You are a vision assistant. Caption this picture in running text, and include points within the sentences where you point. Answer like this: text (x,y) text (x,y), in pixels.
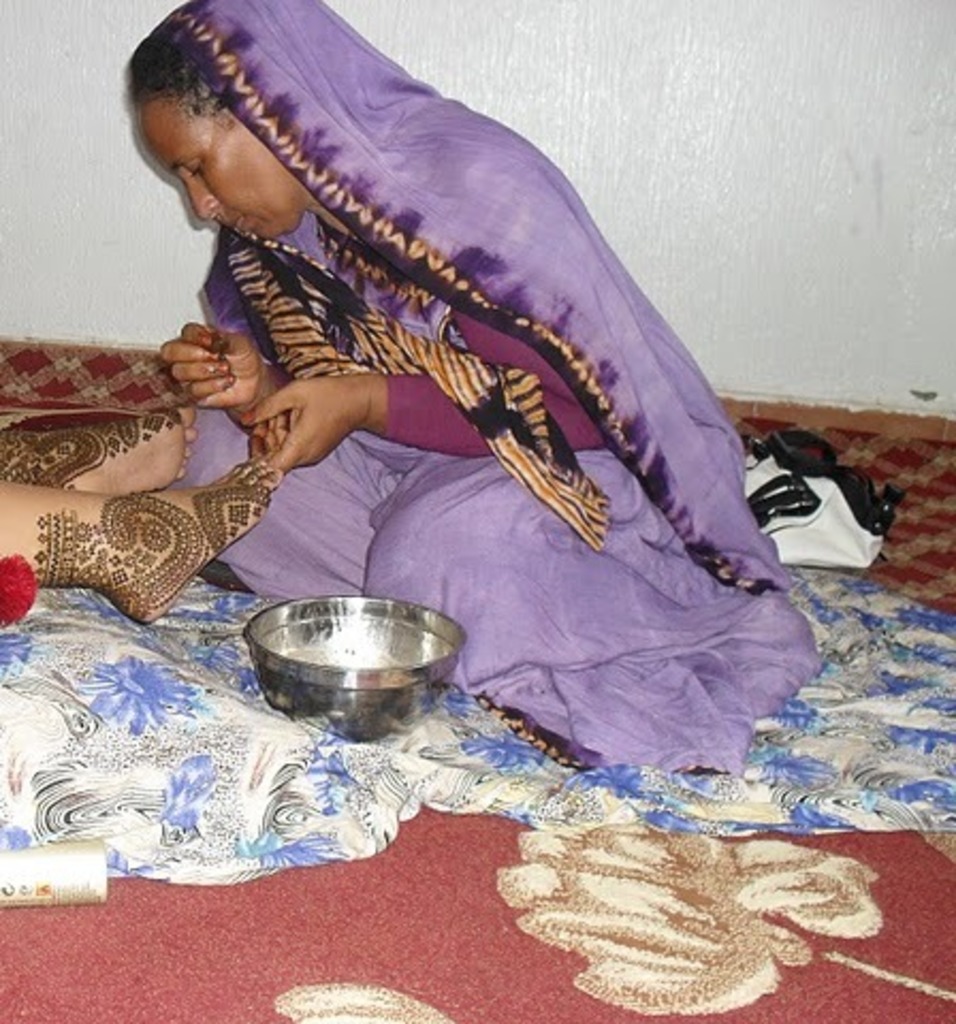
In this image in the center (441,472) there is one woman (388,379) who is sitting and she is holding something, beside her there is one bowl (430,655) and hand bag (775,529). And at the bottom (216,952) there is a carpet (801,848), on the carpet (600,995) there are some blankets (280,804) and on the left side (121,508) there is another person's legs (117,495) are visible. In the background (139,168) there is a wall (615,222).
